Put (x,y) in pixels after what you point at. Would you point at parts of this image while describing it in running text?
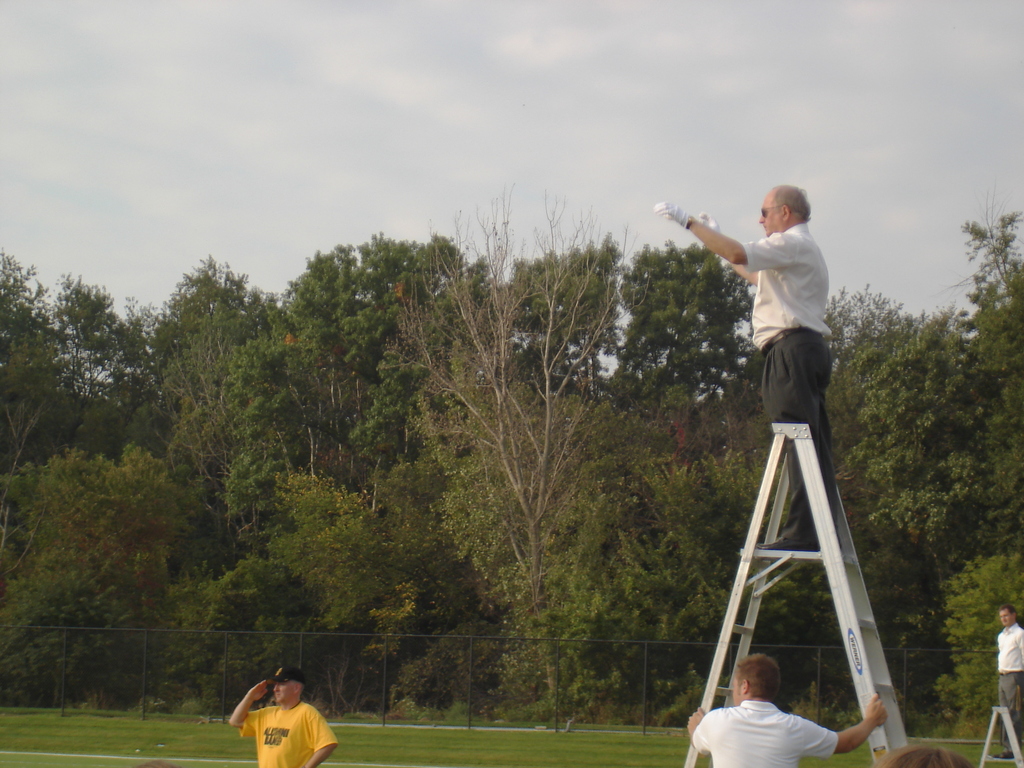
In the image we can see there are people (775,745) wearing clothes (287,747) and some of them are wearing a cap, gloves (670,217) and goggles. This is a grass (126,741), fence (112,661), trees (266,586) and a cloudy sky (380,127).
